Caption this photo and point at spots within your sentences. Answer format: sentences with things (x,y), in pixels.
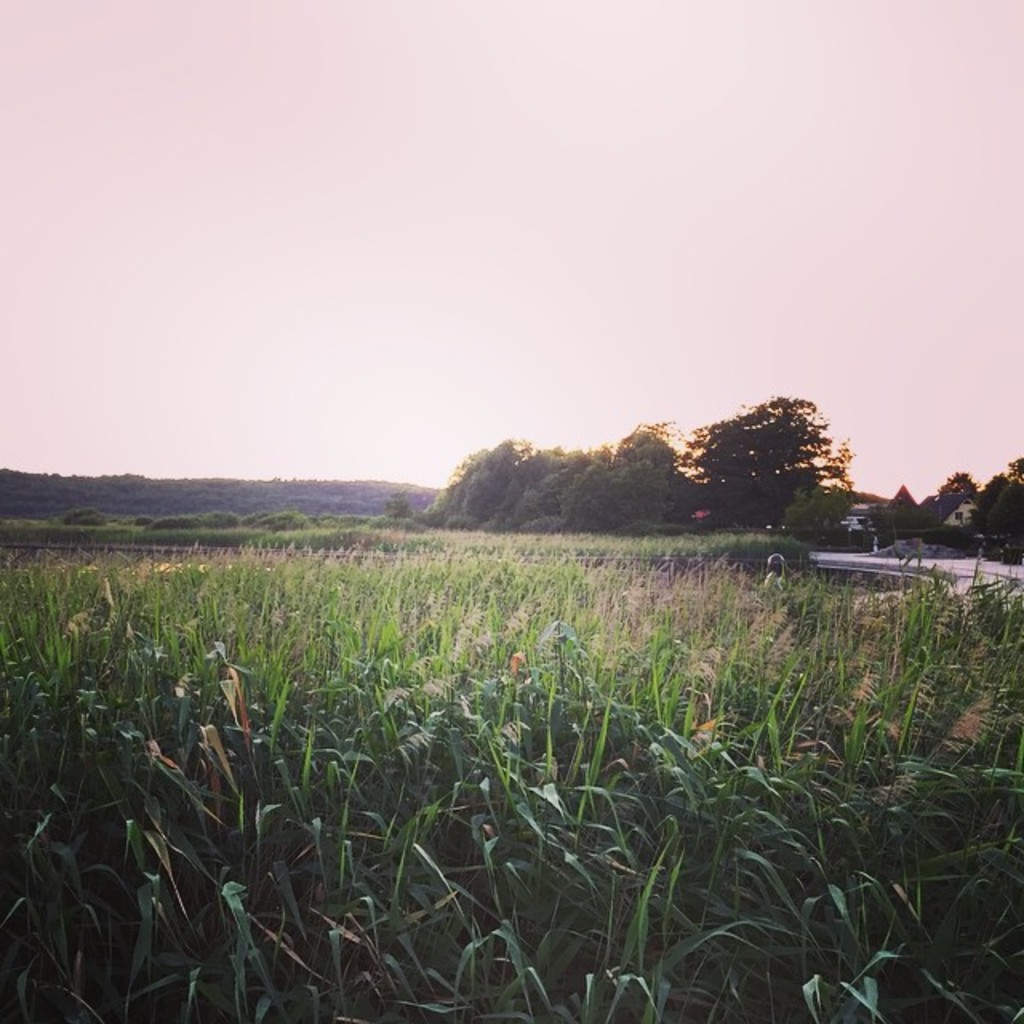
This is an outside view. At the bottom of the image (449,834) there are many plants (560,695). On the right side (897,502) there is a road (948,570), few houses (947,508) and trees (694,464). At the top of the image (578,204) I can see the sky (308,104).
